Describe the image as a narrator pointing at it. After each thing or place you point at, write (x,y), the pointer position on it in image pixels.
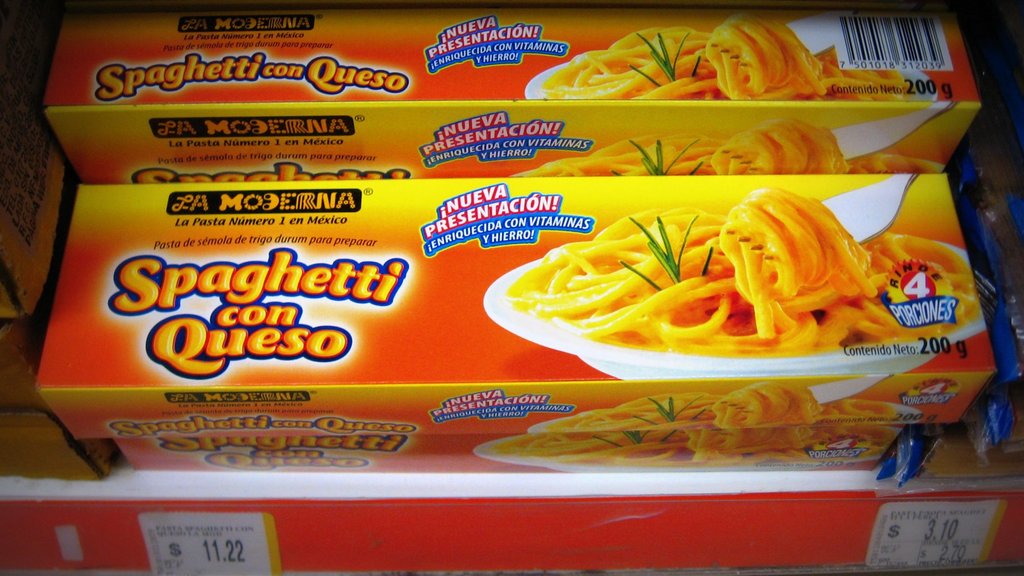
In the image in the center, we can see one shelf (712,482). On the shelf (705,500), we can see noodles boxes (681,240) and we can see something written on it.
